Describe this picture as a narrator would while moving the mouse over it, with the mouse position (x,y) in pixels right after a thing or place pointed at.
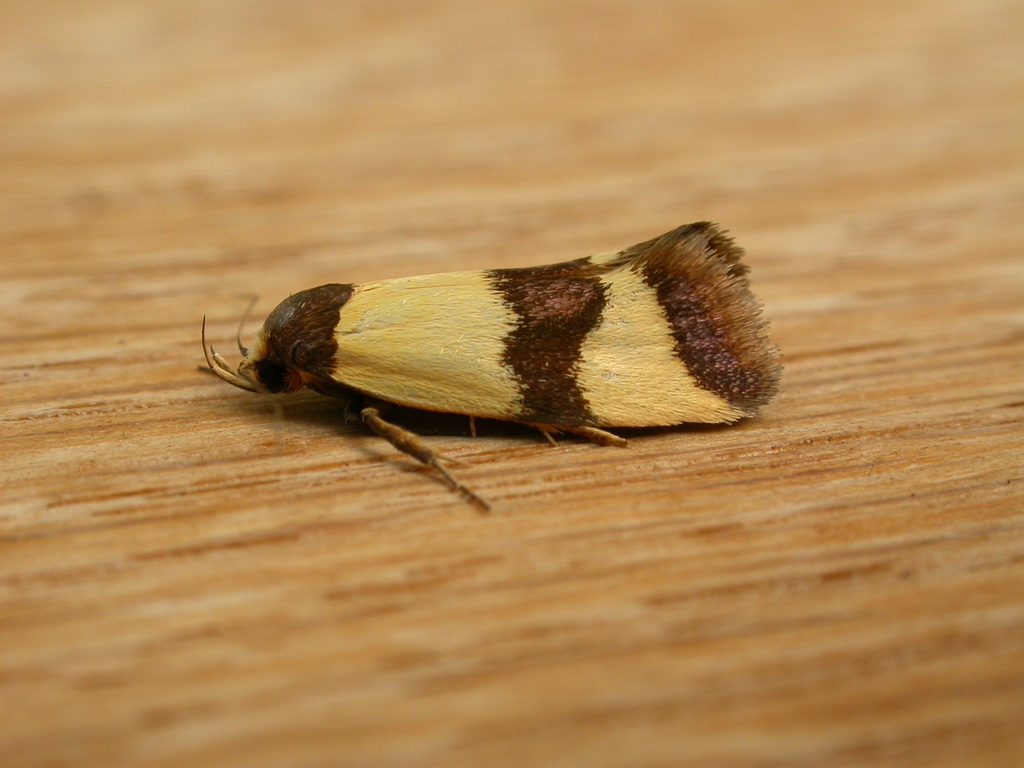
In this image I can see an insect (411,330) in cream and brown color. The insect (638,354) is on the brown color surface (452,585).
